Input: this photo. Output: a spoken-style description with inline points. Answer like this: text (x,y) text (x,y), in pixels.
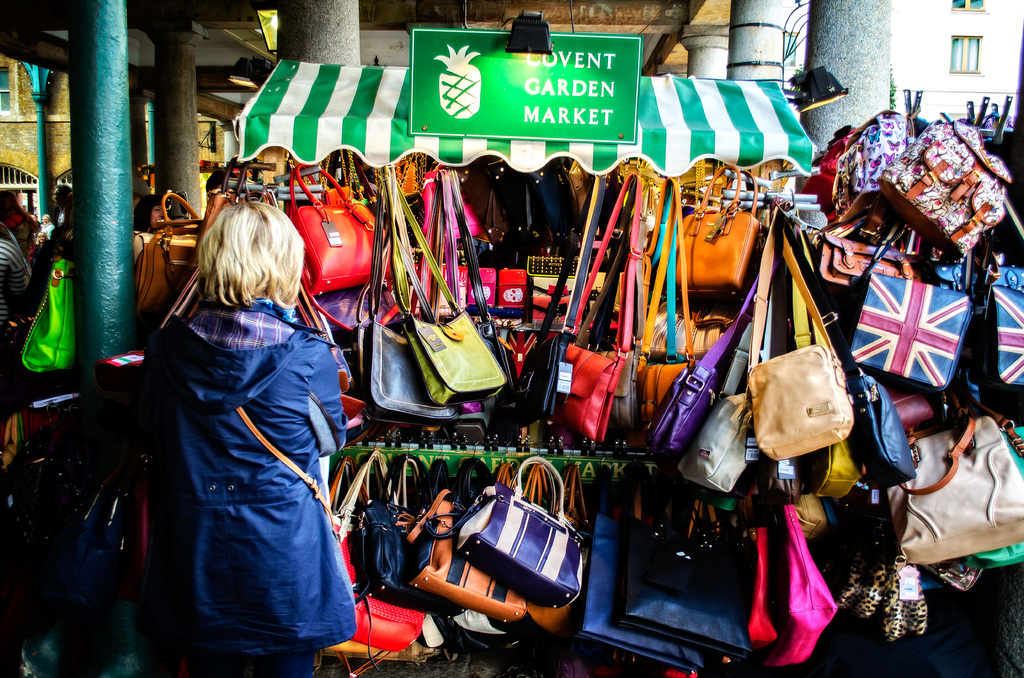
In this image in the center (612,413) there are a group of handbags (448,413) and one woman (276,375) is standing, and in the background (221,133) there are some buildings (51,103), pillars (335,40) and some board (435,81) and lights (803,81). And on the board (498,79) there is some text (555,65).
